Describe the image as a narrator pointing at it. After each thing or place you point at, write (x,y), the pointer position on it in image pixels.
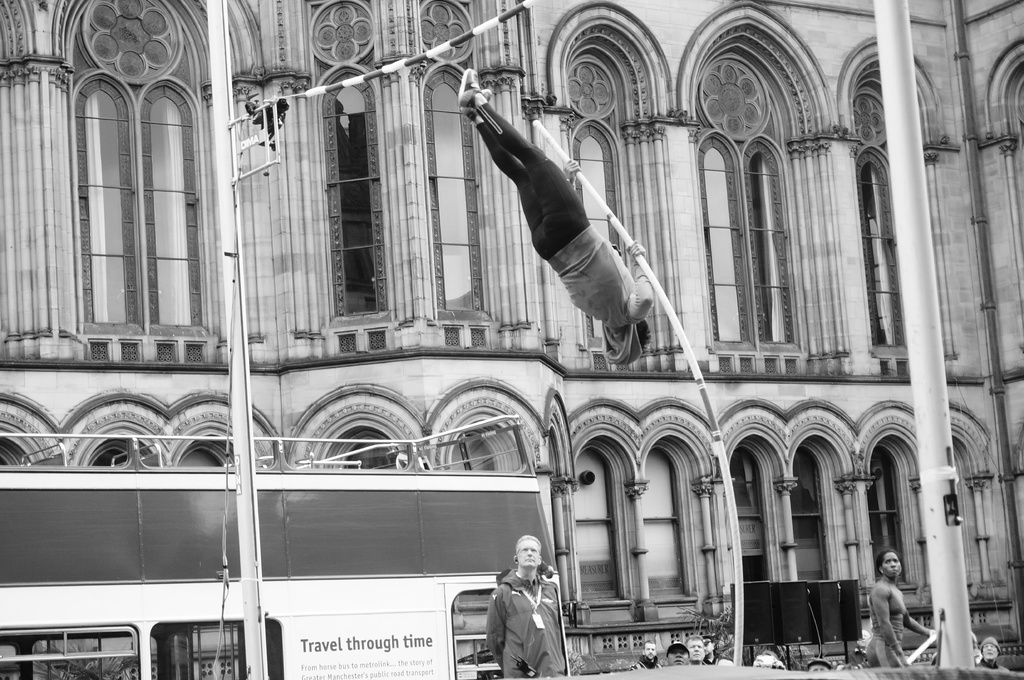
In the picture we can see a historical building (884,437) with some designs (583,55) to it and near it, we can see a bus (65,499) with windows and some poles (963,662) and some person (565,197) doing stunts and some people (885,558) are watching it.
